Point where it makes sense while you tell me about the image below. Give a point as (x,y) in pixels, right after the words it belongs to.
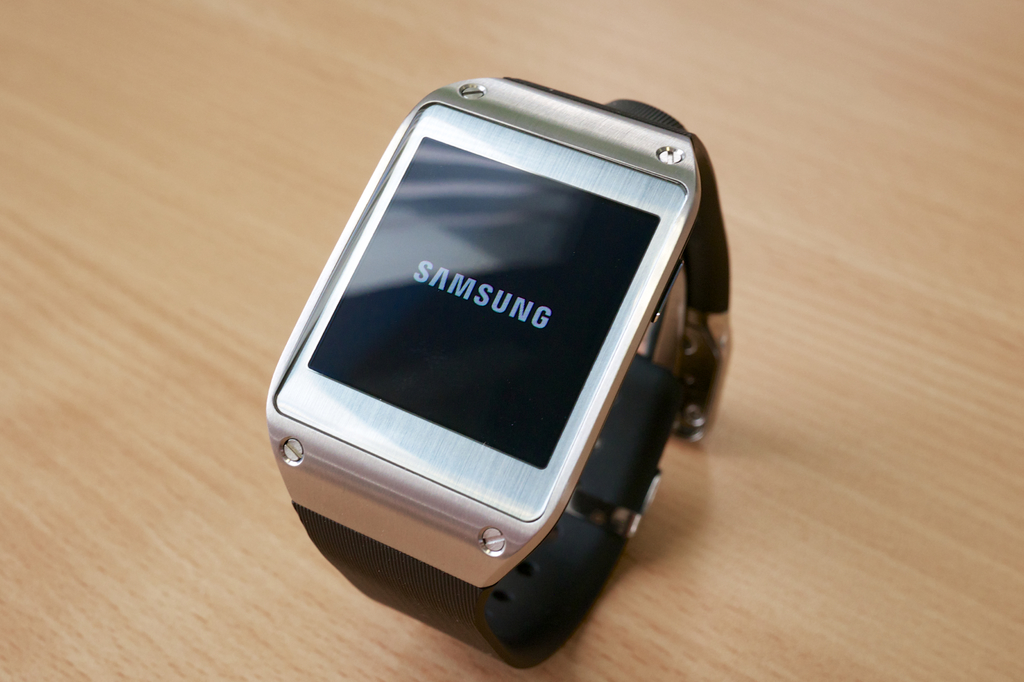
A Samsung electronic device (416,314) is highlighted in this picture. It is in silver and black color. It is placed on a table (831,339).
